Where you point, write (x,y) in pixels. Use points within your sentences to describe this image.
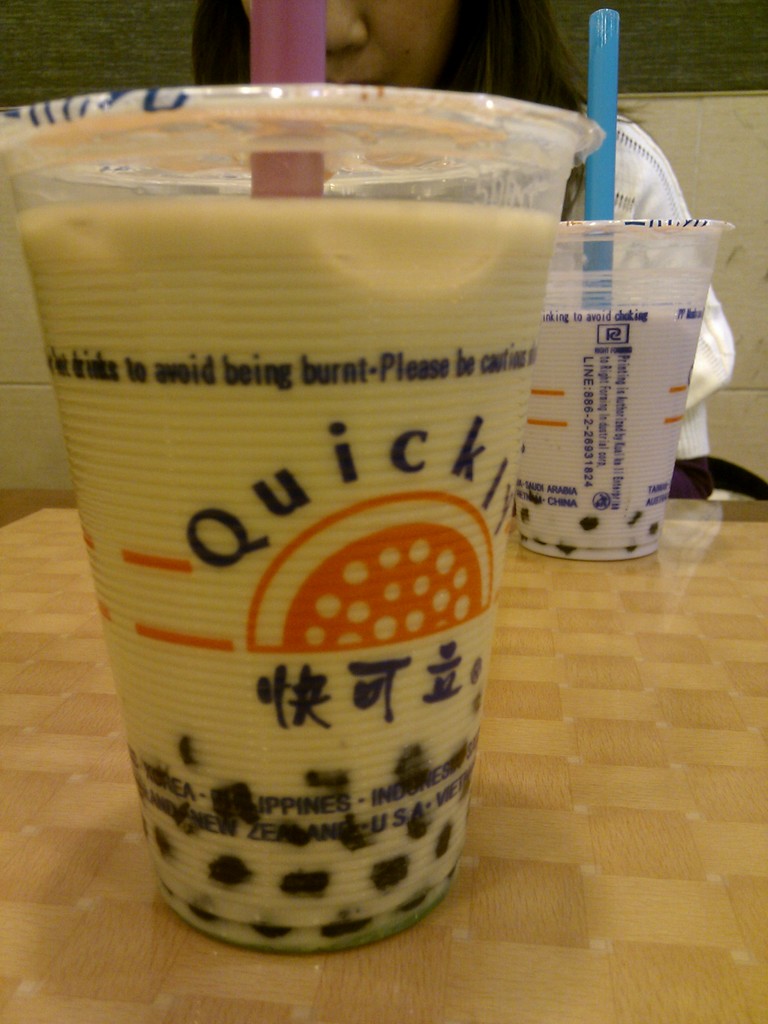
In the foreground of this picture (641,708) we can see a table (269,967) on the top of which glasses (303,400) of drinks (471,292) containing straws (281,70) are placed. In the background (738,96) we can see a wall (745,113) and a person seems to be sitting on the chair (743,488) and we can see the text (330,836) on the glasses (475,391).
